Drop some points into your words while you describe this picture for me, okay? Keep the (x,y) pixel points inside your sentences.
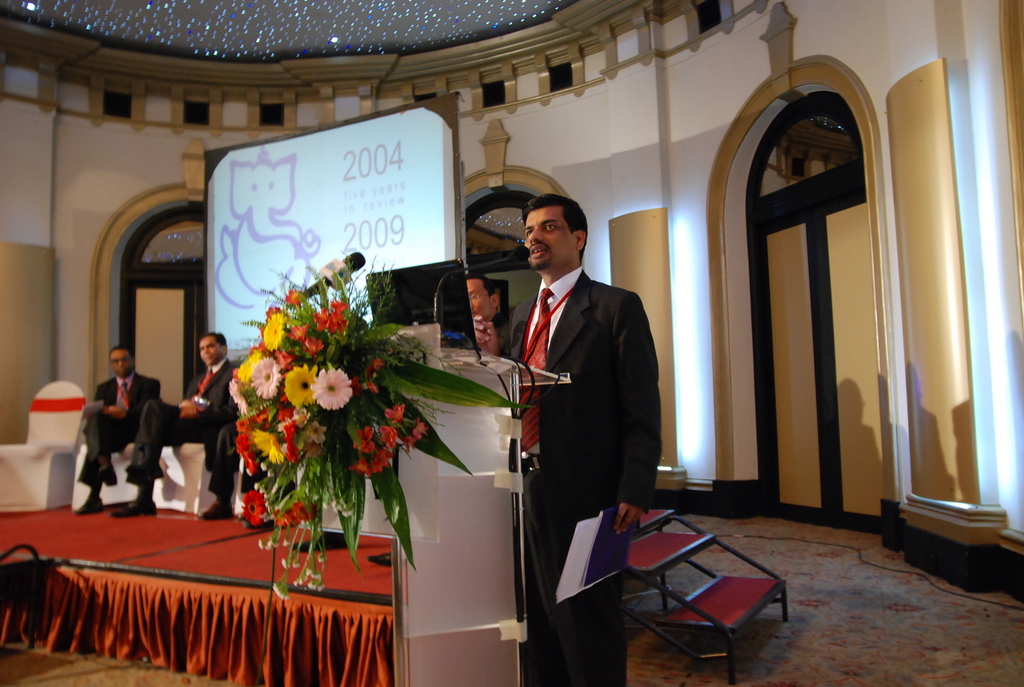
As we can see in the image there is a conference hall (778,512) where a man (580,474) is speaking on the mike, in front of him there is a podium (444,439) and a beautiful bouquet of flowers (355,393) is attached to the podium (429,408). Beside the man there is a stage (106,525) and its of red carpet (112,527). The two men (158,407) are sitting on the stage (35,522) and behind them there is screen (292,202) on which the idol of Lord Ganesha (266,243) is seen. On the top of the conference hall (251,25) there is array of lights (330,37) and it resembles like stars (398,15) and the conference hall (43,141) is very huge.
